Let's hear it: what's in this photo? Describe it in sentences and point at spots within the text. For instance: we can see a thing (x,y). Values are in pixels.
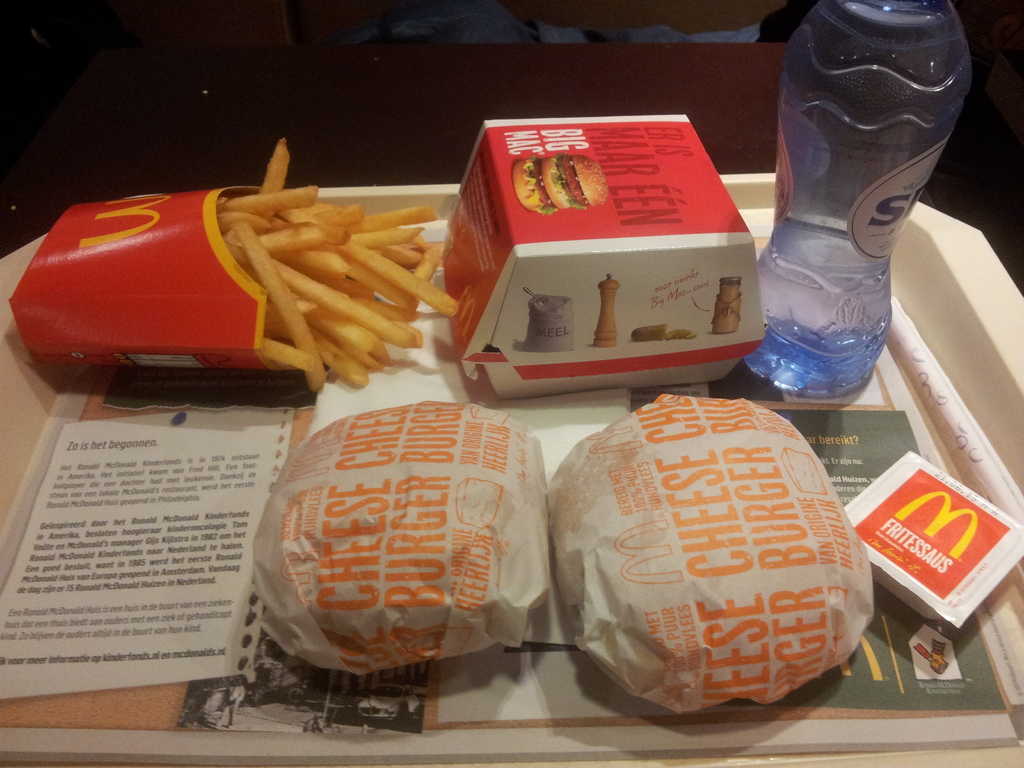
In this image consist of a food item (502,445) on the tray (121,478) there is a potato chips (315,281) on box (185,266) and there is a bottle (865,195) fill with water (843,317) kept on the tray (857,425).
